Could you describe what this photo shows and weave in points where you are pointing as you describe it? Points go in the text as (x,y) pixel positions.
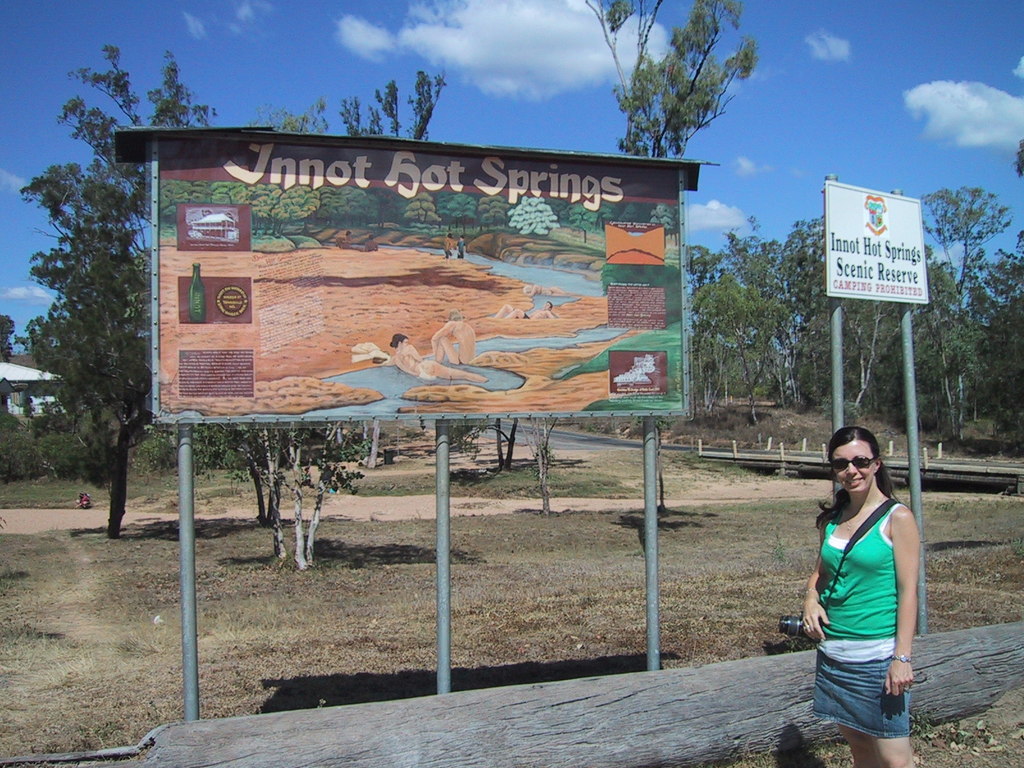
In this picture I can see on the right side (883,596) a woman (880,559) is standing and also she is wearing a camera (797,625). In the middle (347,258) there is a painting board (410,327), in the background (61,357) there are trees (26,455). At the top (507,122) there is the sky (471,122).
